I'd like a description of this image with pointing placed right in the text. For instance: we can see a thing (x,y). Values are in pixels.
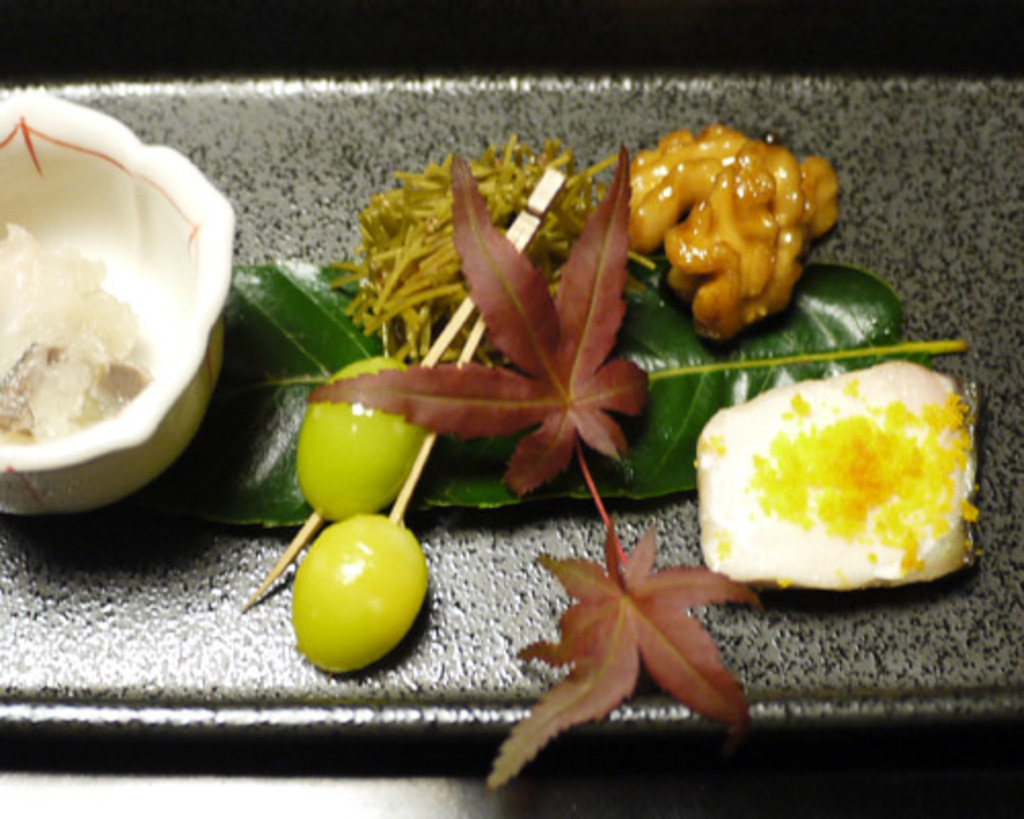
In the image there are fruits (330,487), leaves (571,481) and some other items (580,210) kept on a surface (291,194).
